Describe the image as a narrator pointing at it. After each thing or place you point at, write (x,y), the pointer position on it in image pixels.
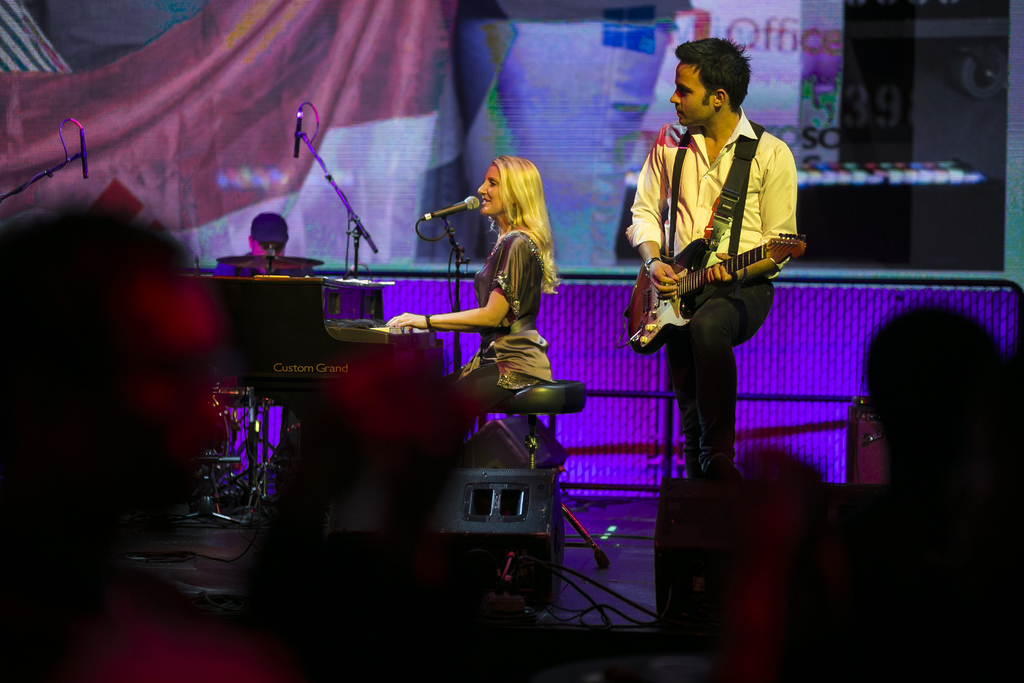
In this image i can see a man (716,176) standing and playing guitar (676,314) at the right (729,144) a woman (541,299) sitting and singing in front of a microphone (431,211) at the background (390,211) i can see a another man (274,246) sitting and a board (352,177).
